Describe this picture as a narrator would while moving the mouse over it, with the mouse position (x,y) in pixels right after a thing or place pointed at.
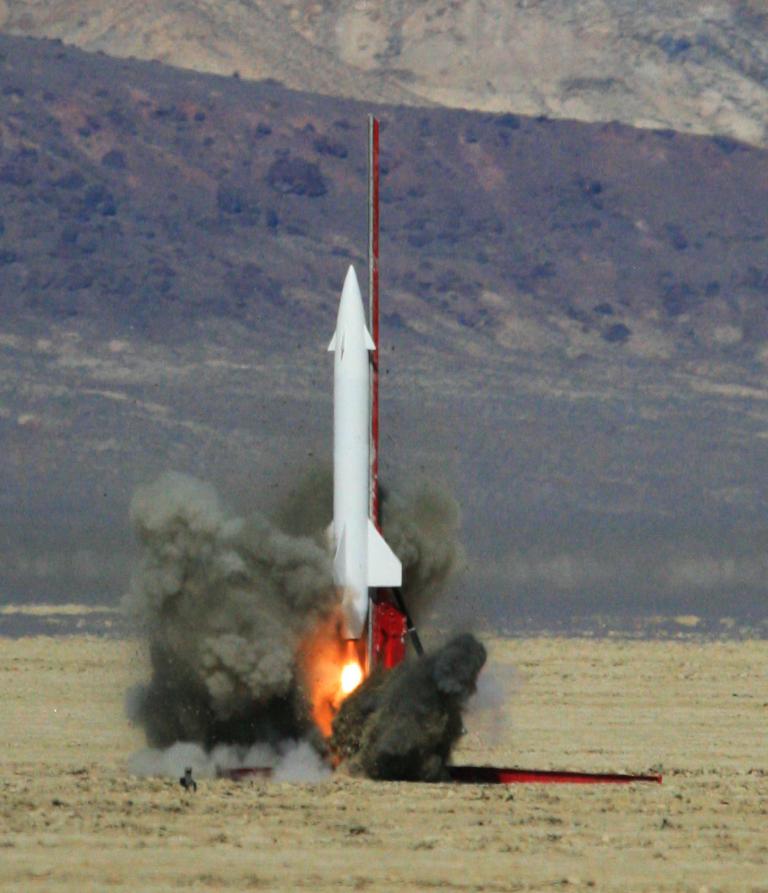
In the center of the image (346,301) there is a rocket (344,549) on the ground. In the background (287,390) we can see hill (368,58).
